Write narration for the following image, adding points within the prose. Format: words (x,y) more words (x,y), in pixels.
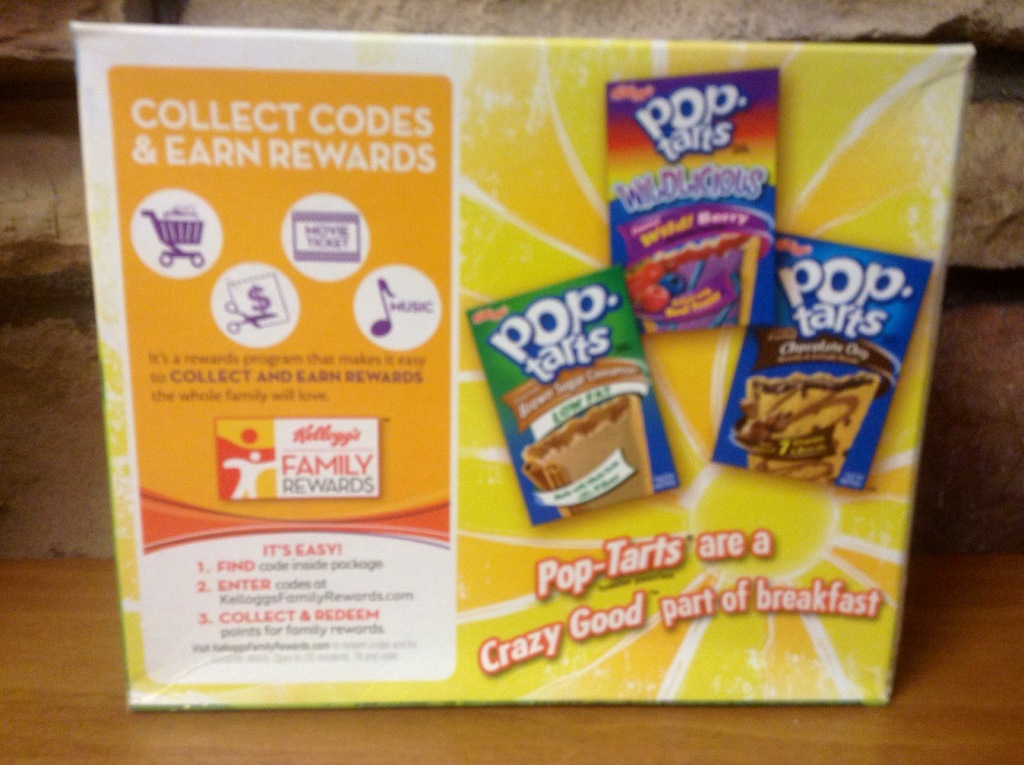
Here I can see a box (273,347) placed on a table (226,738). On this box (386,598), I can see some text (725,614) and few images (622,313) of boxes (760,346). Behind there is a wall (1005,321).
